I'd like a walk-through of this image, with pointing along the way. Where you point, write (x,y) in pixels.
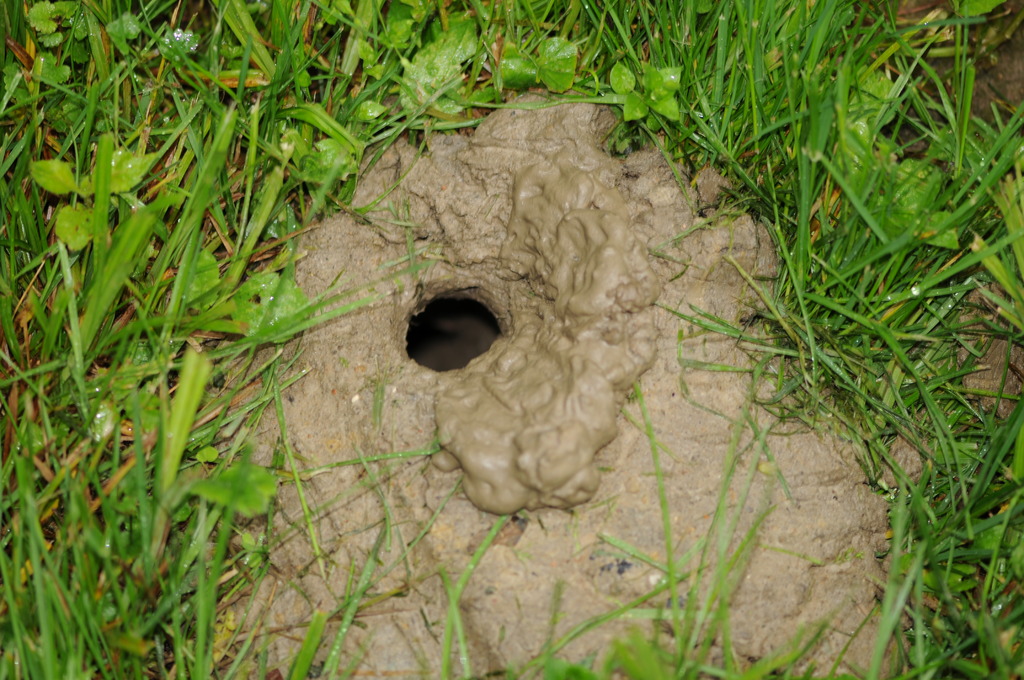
In front of the image there is a hole (433,347) in the mud (520,410). Around the hole (420,328) there's grass (64,333) on the surface (662,270).
